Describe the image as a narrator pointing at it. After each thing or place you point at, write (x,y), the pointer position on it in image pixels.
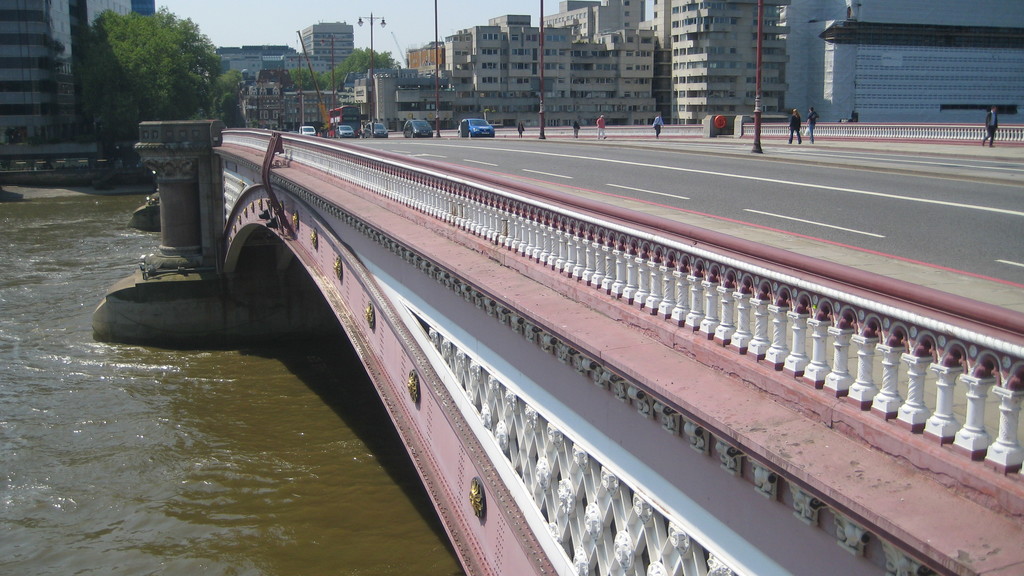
On the right side of the image (988,190) we can see some persons (813,131) are walking on the footpath (935,149) and a road (1000,225). In the middle of the image (494,293) we can see a bridge (438,444), cars (311,133) and buildings (487,56). On the left side of the image (35,280) we can see water body (178,419) and trees (179,54).
